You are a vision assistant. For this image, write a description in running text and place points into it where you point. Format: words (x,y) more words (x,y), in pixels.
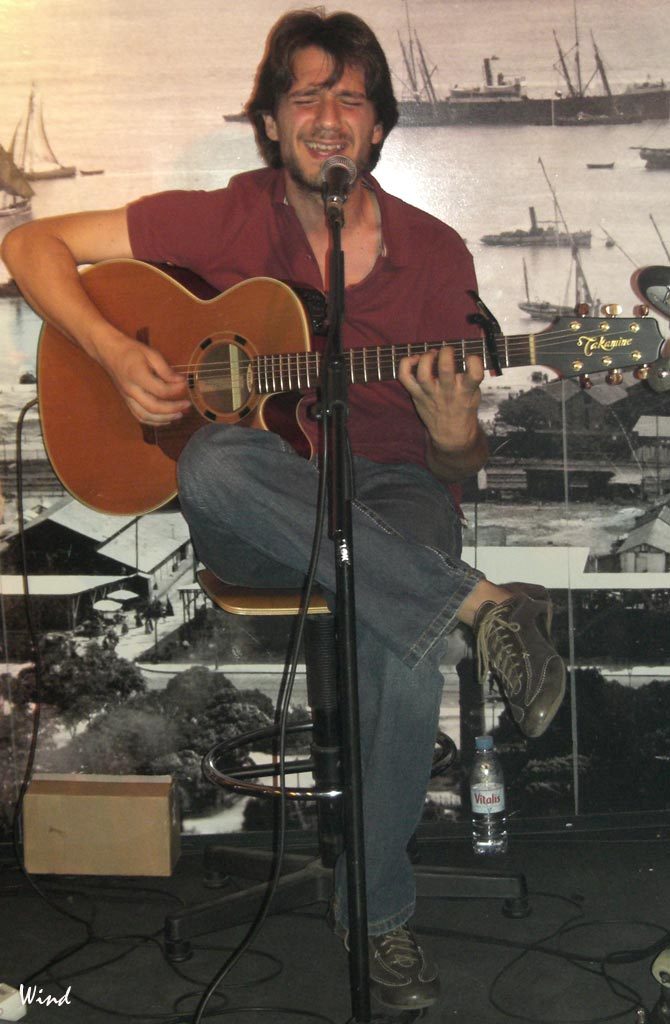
There is a person (315,423) sitting on a chair (282,593). He is playing a guitar (643,320) and singing on a microphone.
